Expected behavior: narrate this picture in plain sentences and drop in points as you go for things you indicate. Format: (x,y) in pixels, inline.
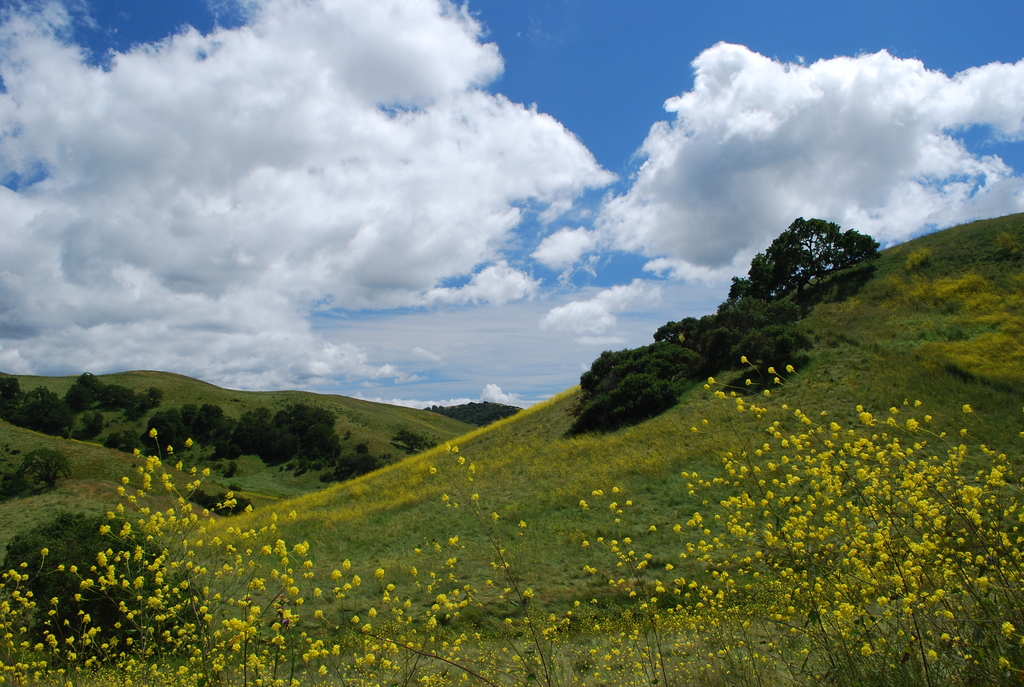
At the bottom of the picture (373,676), we see the plants (695,597) with yellow colored flowers (162,676). Beside that, we see the grass (484,462) and there are many trees (219,409) and hills (704,383) in the background (676,342). At the top of the picture (543,121), we see the sky (506,175) and the clouds (418,240).
